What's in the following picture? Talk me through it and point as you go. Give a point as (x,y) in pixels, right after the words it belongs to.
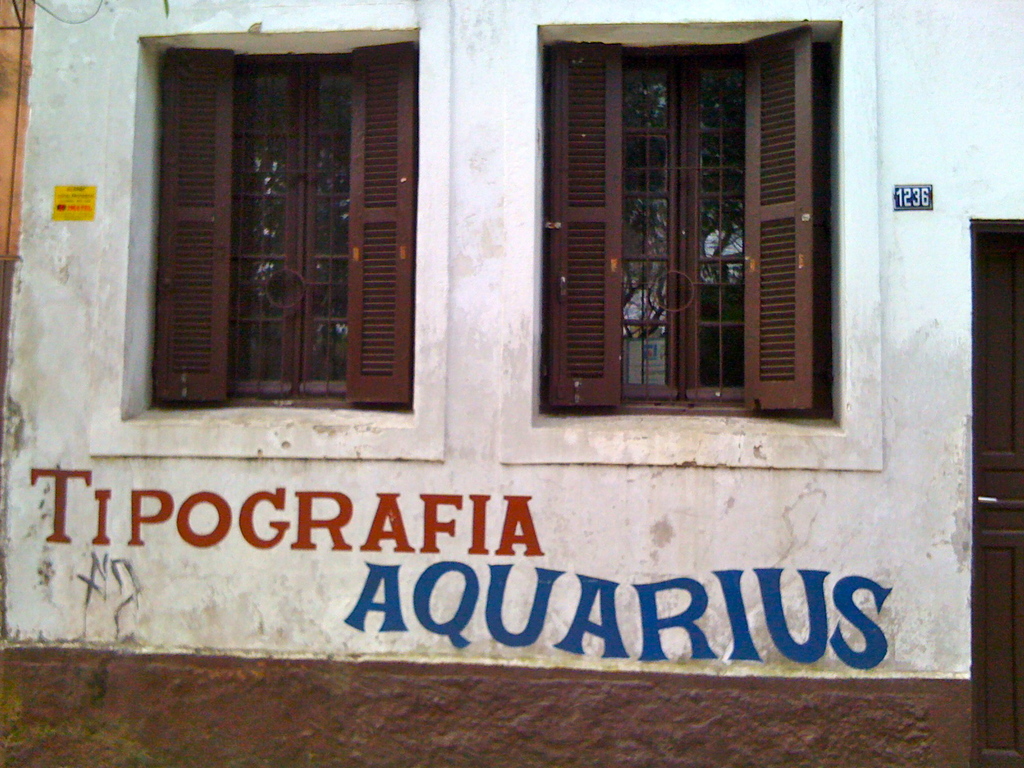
In this image we can see a building (289,466), on the building (356,402), we can see some text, there are windows (557,234) and a door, through the window (667,138), we can see the trees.
